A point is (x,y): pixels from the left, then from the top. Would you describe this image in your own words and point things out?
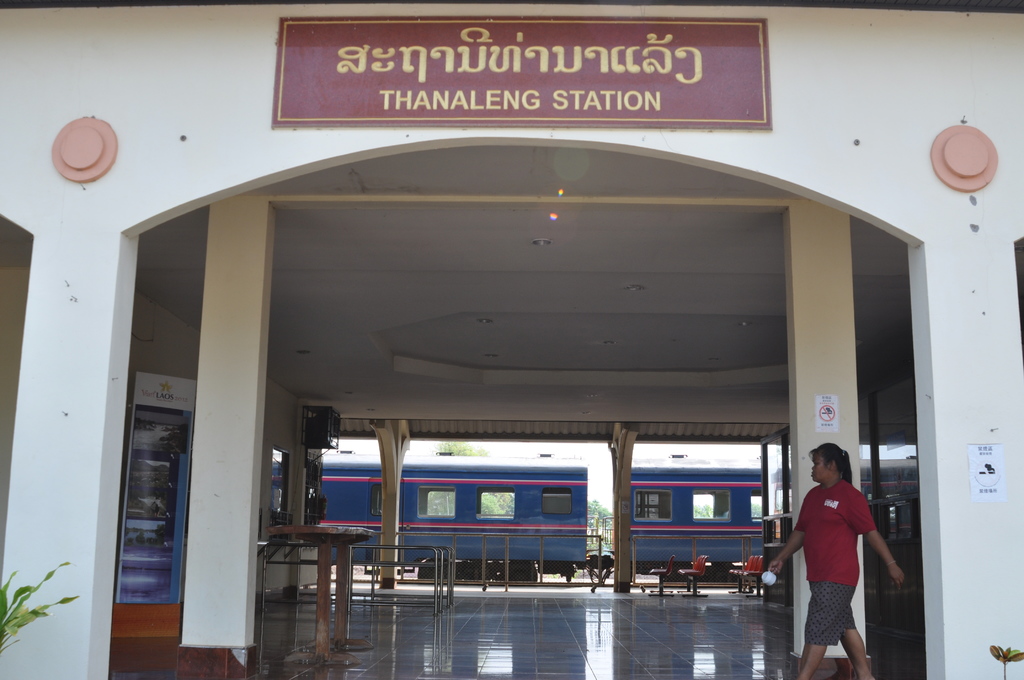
In the center of the image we can see train (673,528), pillars (385,486) and chairs (756,561). On the right side of the image (833,253) we can see person (849,560) and pillar (818,348). On the left side of the image (226,534) we can see pillars (105,521), poster stand (169,510) and television (319,411). At the top of the image (533,75) there is a name board (411,88).
